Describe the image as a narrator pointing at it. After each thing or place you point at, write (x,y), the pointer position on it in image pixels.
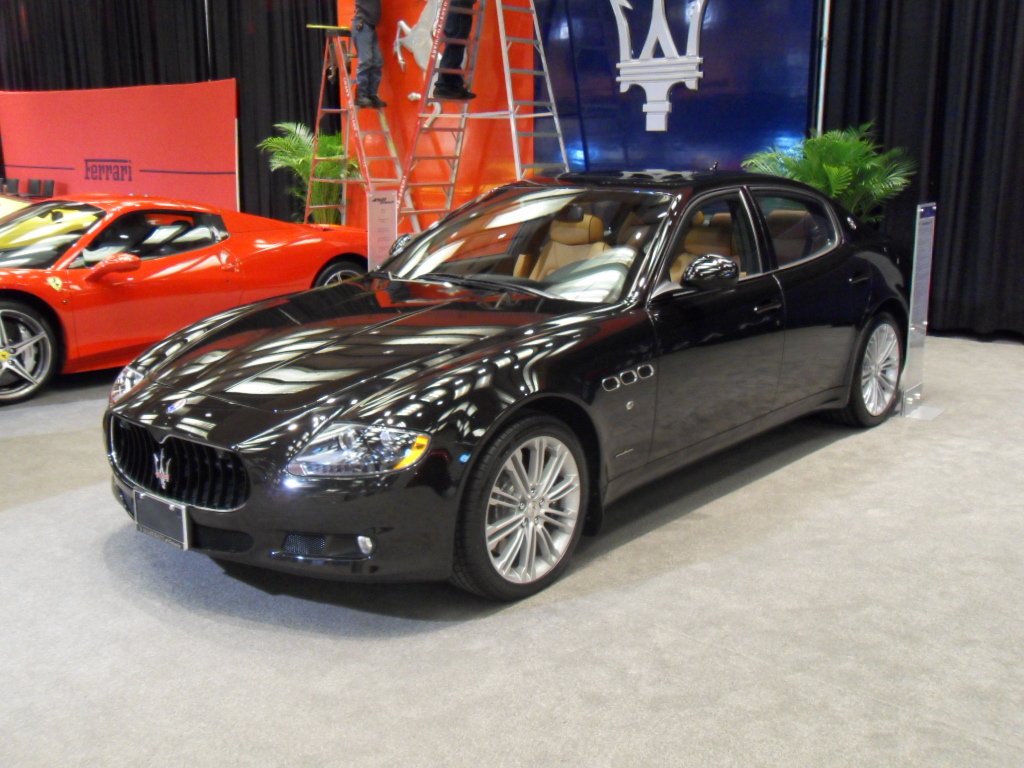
In this picture we can see a black color car (468,428) and a red color car (128,261), there are two ladders (398,168) in the middle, in the background (276,39) we can see curtains (851,80) and plants (844,148), on the right side (912,328) there is a board (923,312).
